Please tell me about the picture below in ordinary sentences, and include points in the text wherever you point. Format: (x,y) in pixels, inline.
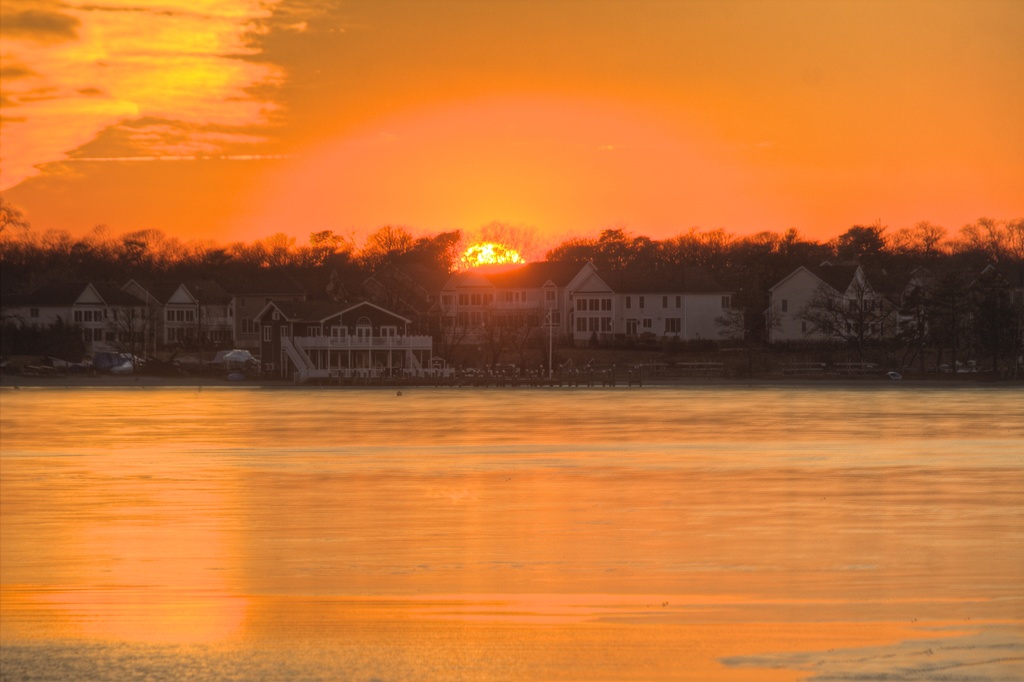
This image is clicked during the sun set. In this image there is water (370,544) at the bottom (423,521). In the middle (363,348) there are so many buildings (605,327) one beside the other. In the background (228,274) there are trees (778,276). At the top (551,129) there is the sky (537,146) with the sun (479,248).
